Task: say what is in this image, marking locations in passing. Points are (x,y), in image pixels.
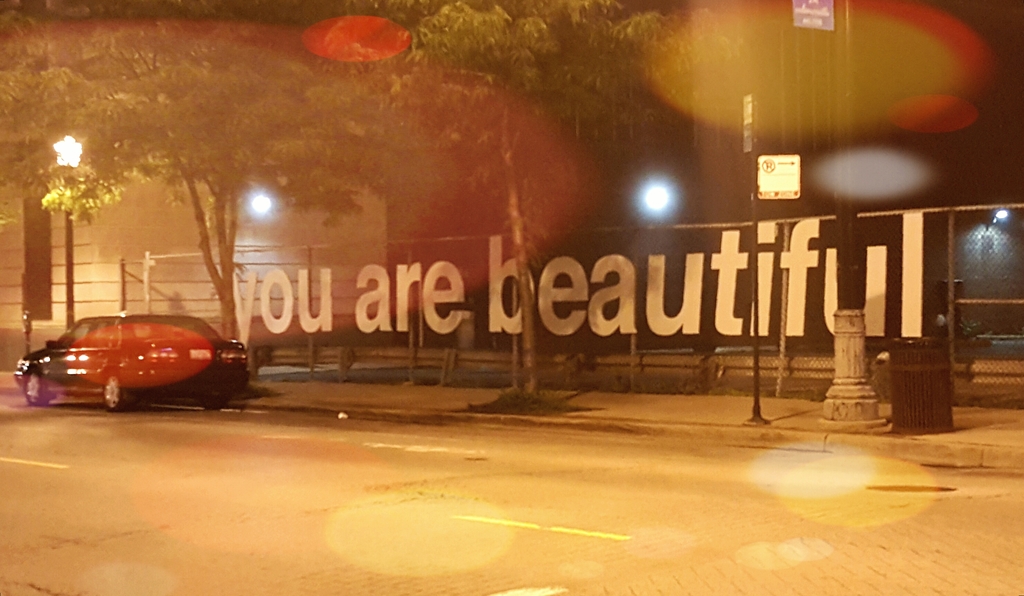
In the middle of the image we can see a vehicle (97,333) on the road (159,586). At the top of the image (17,87) we can see some trees (596,70) and poles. Behind them we can see fencing (991,228) and buildings (243,257). Background of the image (628,223) is blur.
